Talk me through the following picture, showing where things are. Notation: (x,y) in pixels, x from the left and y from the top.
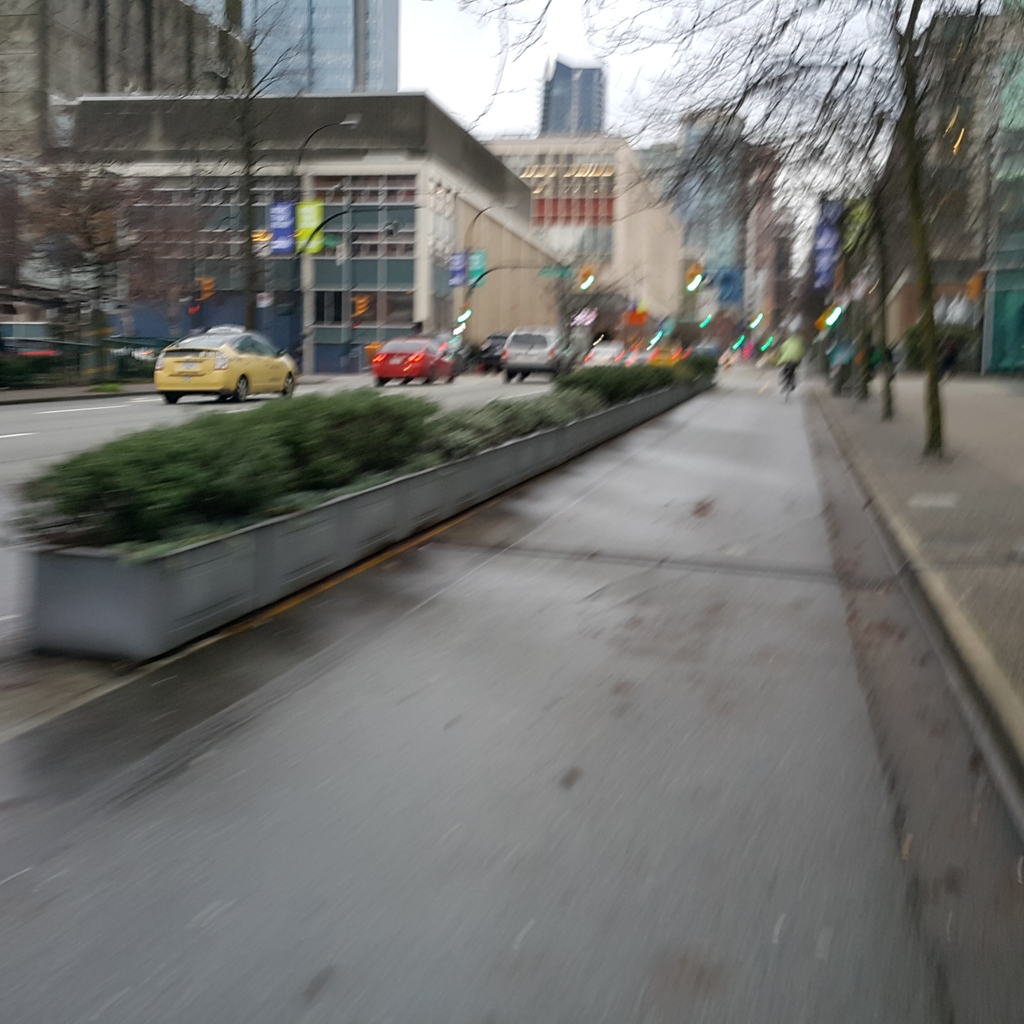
In this picture we can see few vehicles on the road (677,474), beside the road (632,559) we can find few trees (538,26) and buildings (689,309), in the background (687,271) we can see traffic lights (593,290) and hoardings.
